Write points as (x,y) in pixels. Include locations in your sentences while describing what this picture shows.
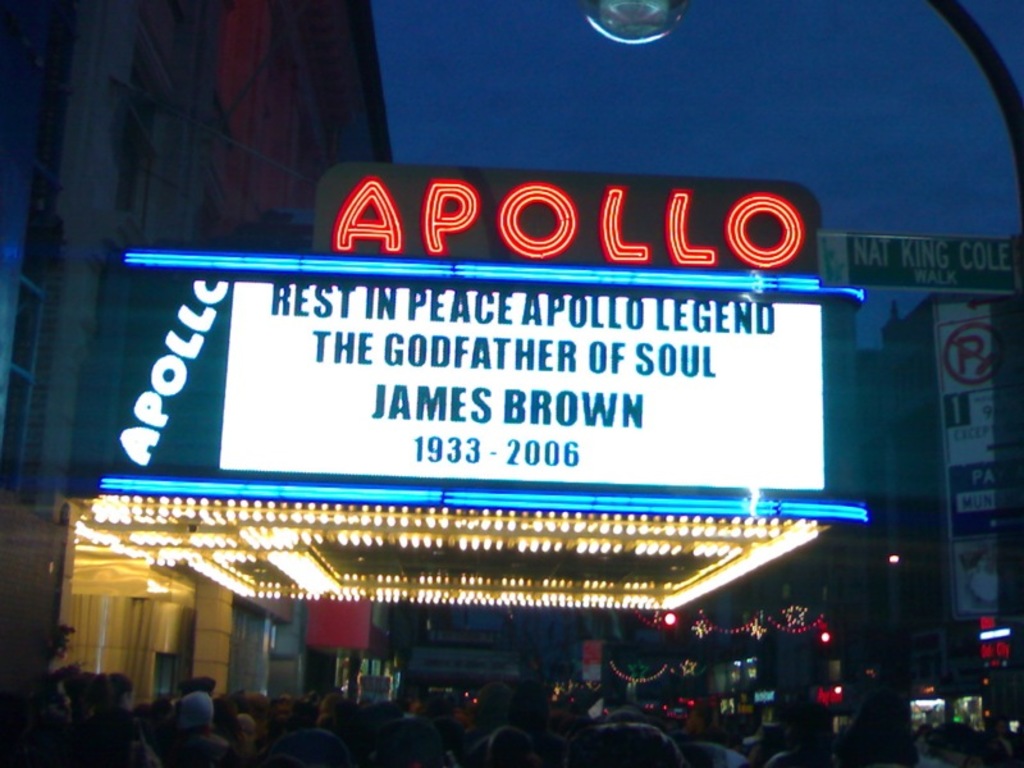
In this image, I can see a group of people (511,756) standing. These are the lights (725,532) attached to the roof (420,542). This looks like a name board (201,452). Here is the building (98,229) with windows (136,168). I can see banners (986,565) hanging. These are the lights (717,631).
